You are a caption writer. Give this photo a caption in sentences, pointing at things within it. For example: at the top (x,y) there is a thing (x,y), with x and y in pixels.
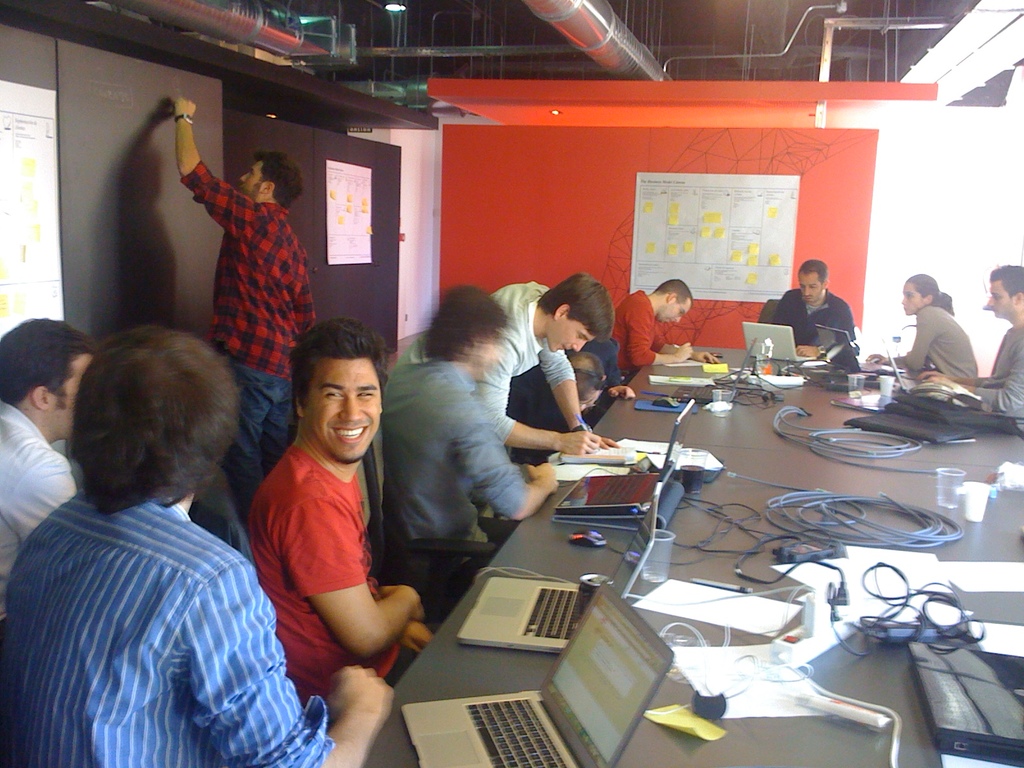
In this image I can see few persons (595,392) sitting on the chairs (223,533). I can see few laptops (633,667), papers (684,668) and wires (803,433) on the table (747,641). In the background (588,245) I can see an orange wall (806,143). I can see a person (582,344) standing. I can see a white chart (758,286) on the wall (810,250).
